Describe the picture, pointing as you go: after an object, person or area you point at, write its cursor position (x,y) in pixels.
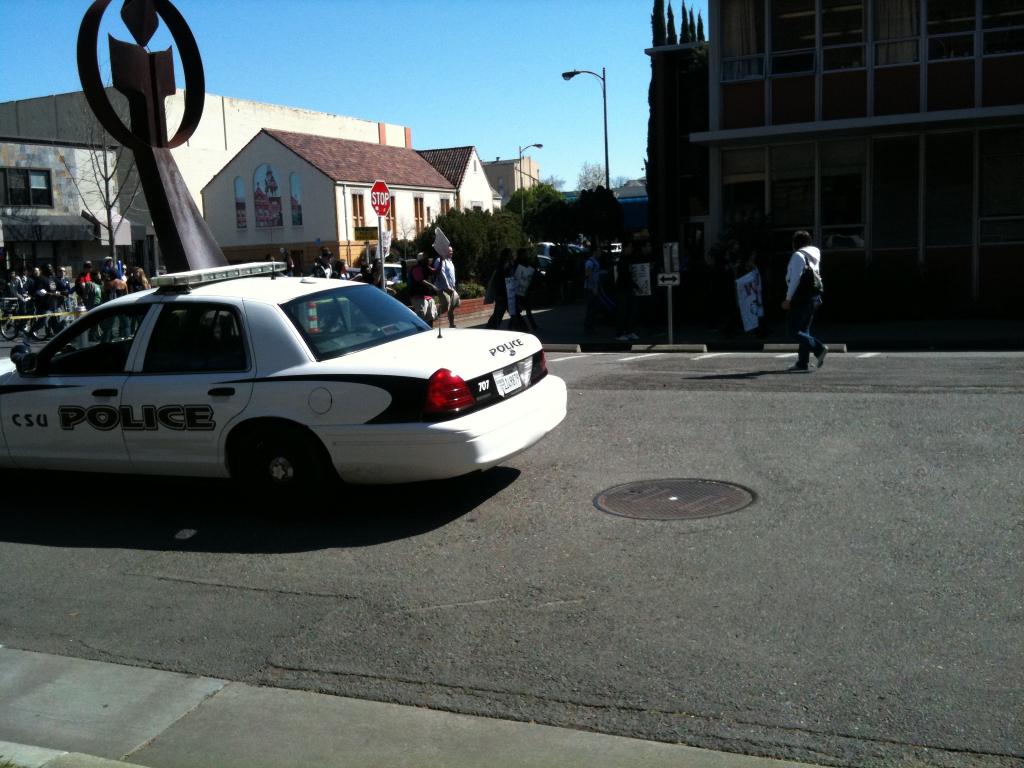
In this image there are buildings (830,233) and trees (428,232), in front of the building (20,235) there few people (61,271) walking on the road (415,541) and there is a moving vehicle (225,366). At the center of the road (401,537) there is a metal structure (148,101). In the background (510,67) there is a sky (490,146).
